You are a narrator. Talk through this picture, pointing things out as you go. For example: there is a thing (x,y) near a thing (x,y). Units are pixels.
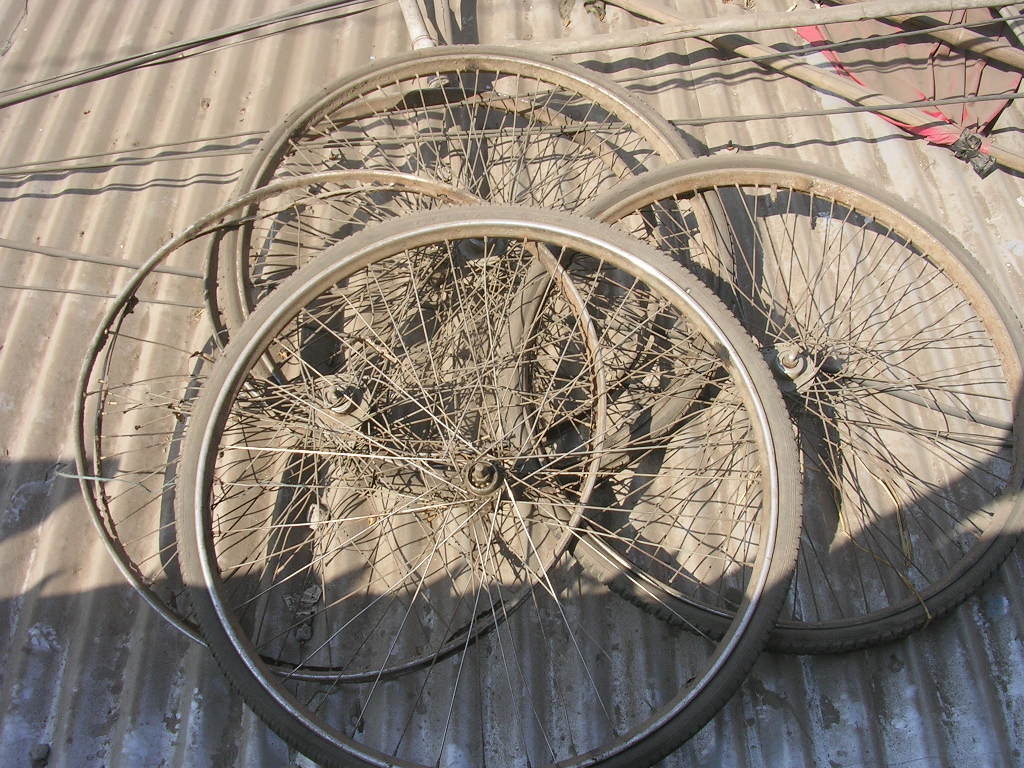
In this image there are bicycle wheels (463,431) on a metal object (20,221), there are sticks (706,22) on a metal object (510,85), there is dust (841,669) on the metal object (90,561).
